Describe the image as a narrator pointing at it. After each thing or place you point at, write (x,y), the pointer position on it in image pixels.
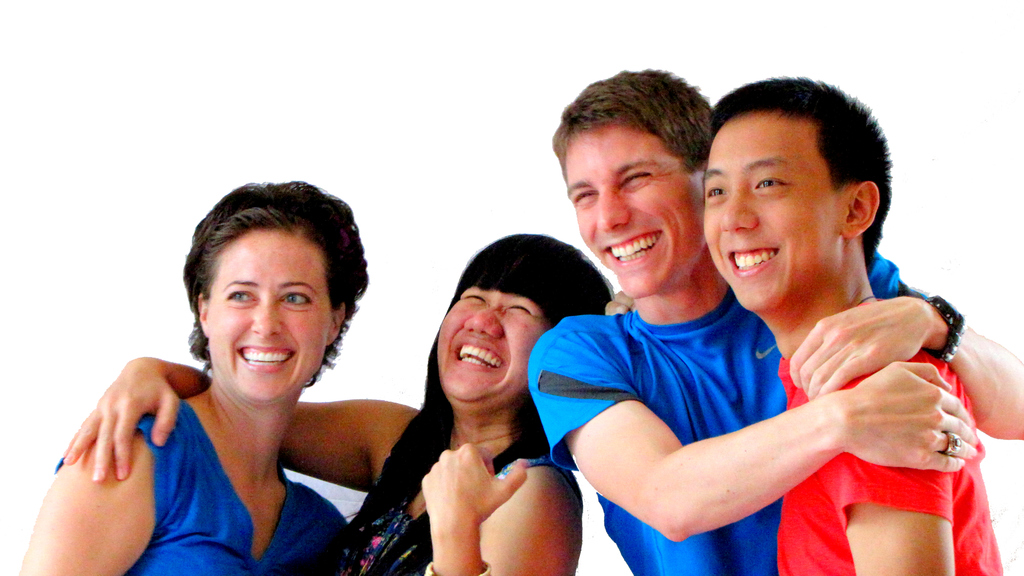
These four people (377,519) are smiling. Background (1005,320) it is in white color.
